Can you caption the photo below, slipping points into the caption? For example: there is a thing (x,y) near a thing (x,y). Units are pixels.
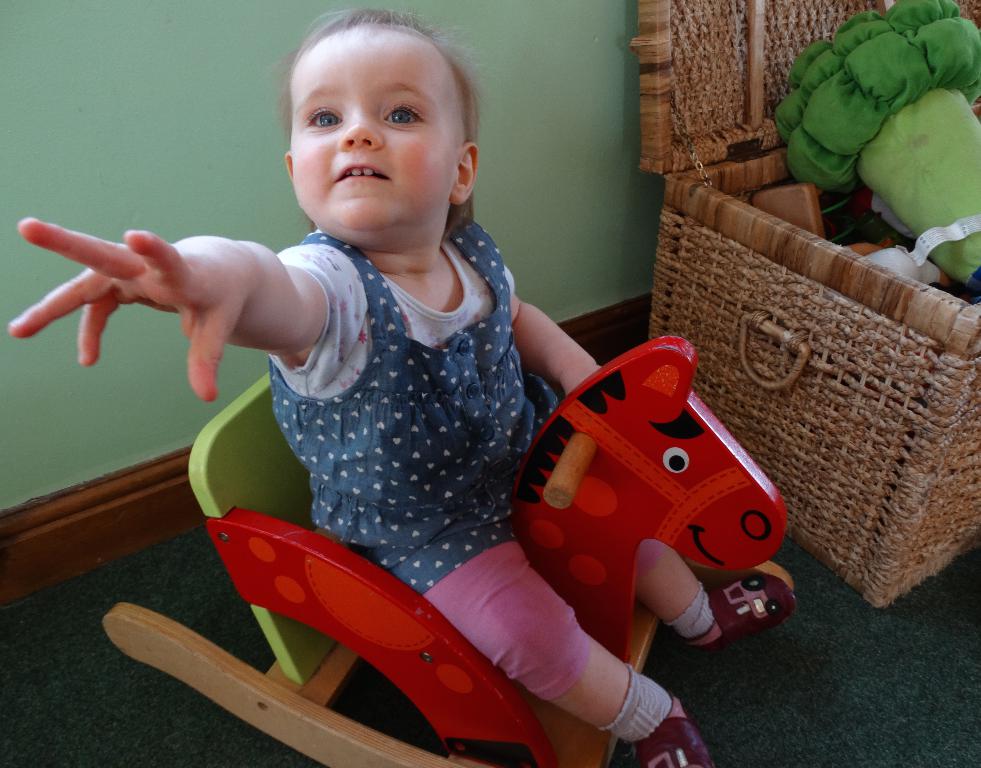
In the center of the picture (352,384) there is kid (465,309) sitting in a chair (262,525). On the right (848,287) there is a basket (730,214), in the basket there are toys (873,204). Behind the kid (345,292) it is wall (178,178) painted green.
